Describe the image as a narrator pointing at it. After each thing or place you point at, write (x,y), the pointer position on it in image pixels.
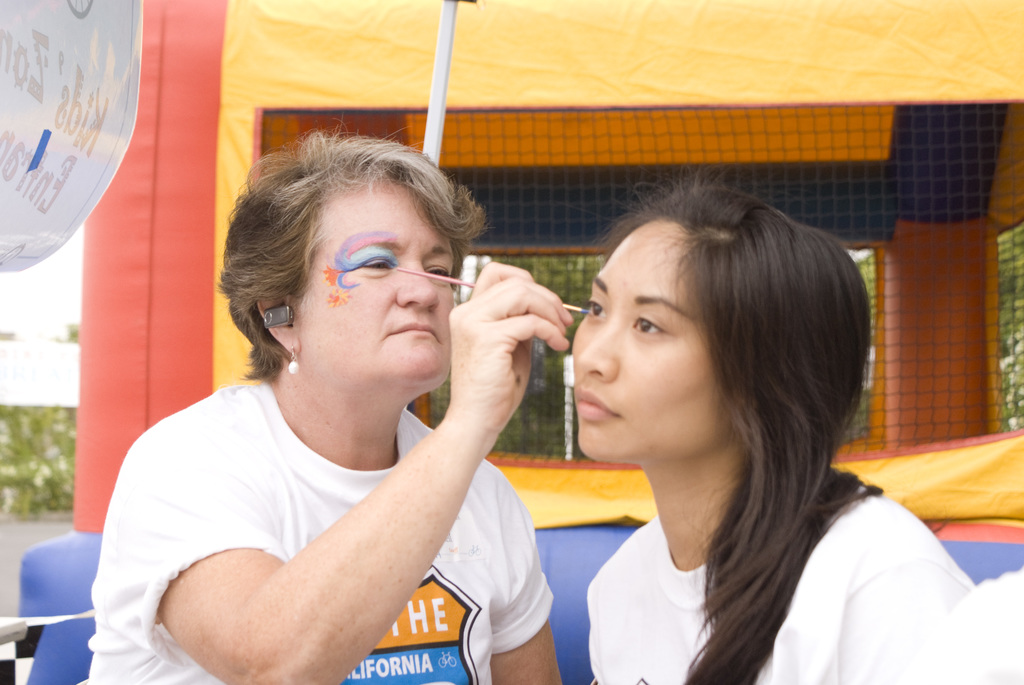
In this picture there is a woman (511,379) holding a brush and painting on another woman face (635,339) and we can see rod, banner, mesh (447,153) and tent (615,525). In the background of the image (11,449) we can see leaves (591,256).
